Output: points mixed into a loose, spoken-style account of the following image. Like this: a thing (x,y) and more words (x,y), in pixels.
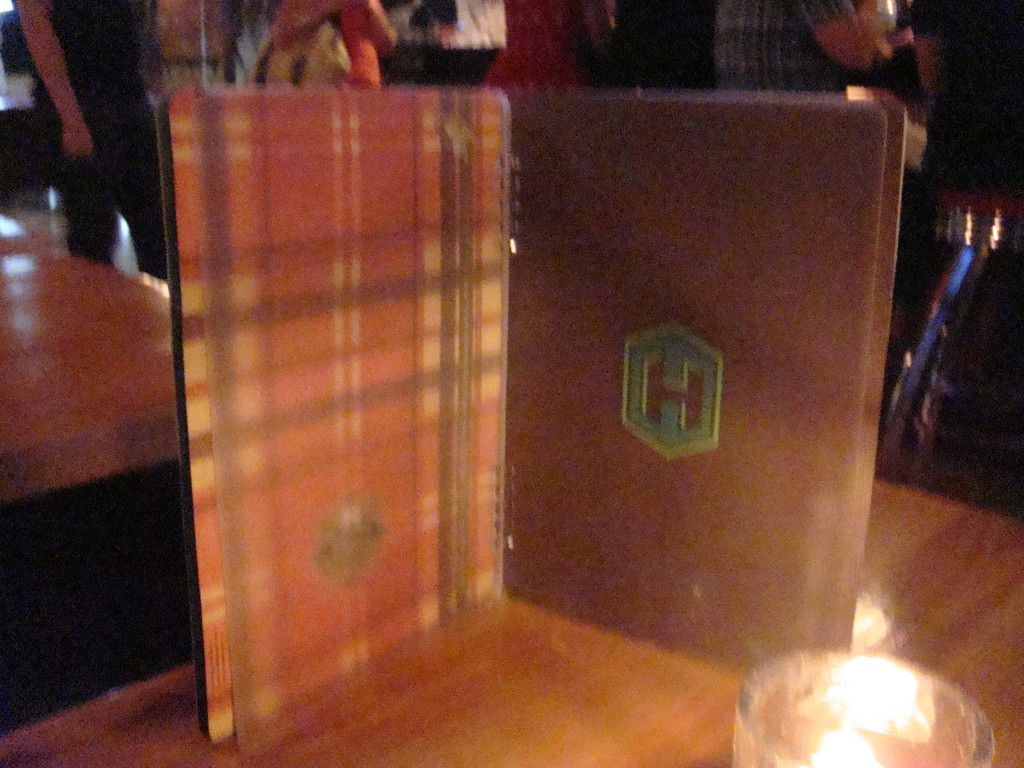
In this image there is a table (1011,582) with board (750,588) and glass (779,693) on it, behind that there are so many other people (931,14) standing.
